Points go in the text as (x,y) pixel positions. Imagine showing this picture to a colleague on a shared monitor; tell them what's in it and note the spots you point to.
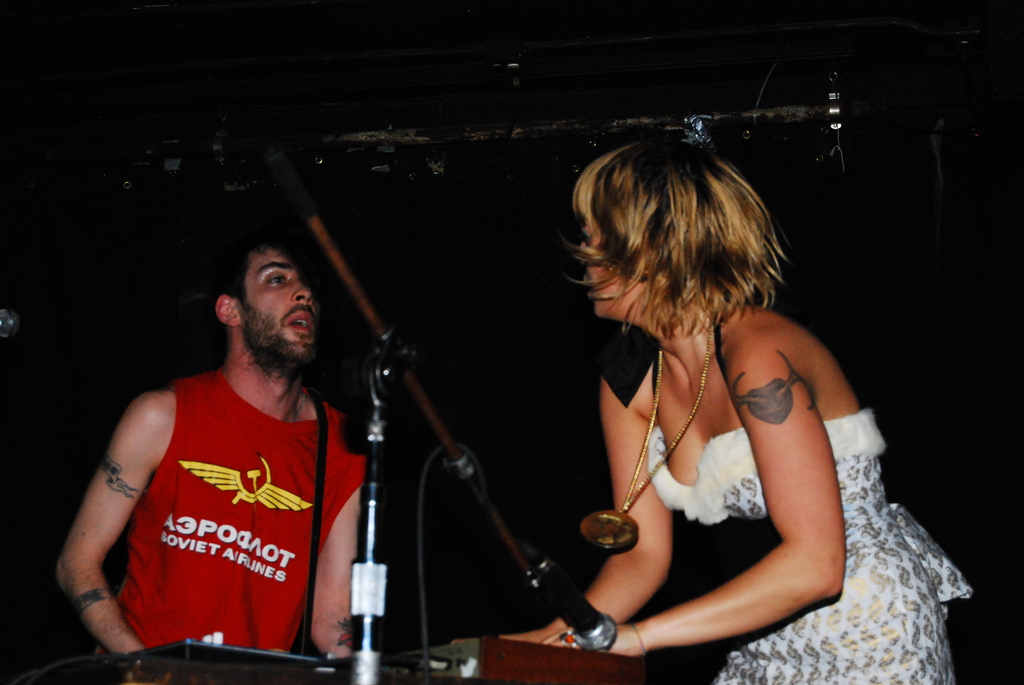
In this image, we can see man (178,396) and a lady (751,433) and there is a mic stand (376,597) and some musical instruments (454,656).
